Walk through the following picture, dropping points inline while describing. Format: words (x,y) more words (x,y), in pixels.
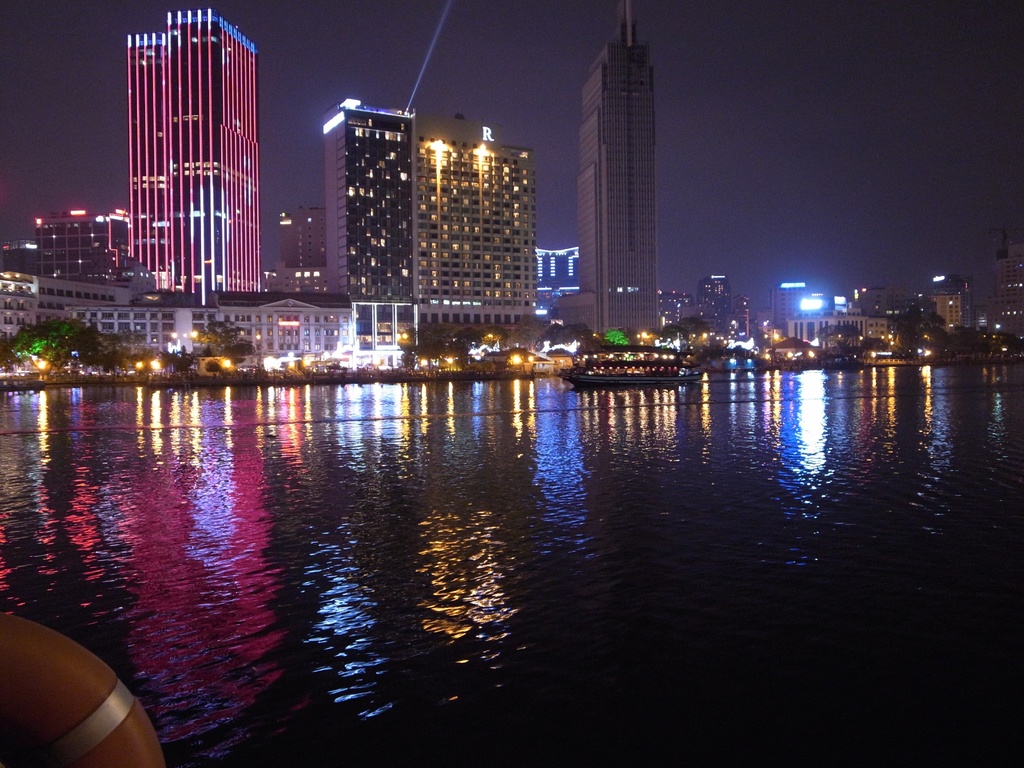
In this picture we can see a swim tube (37,686), boat (635,380) on water (549,486), buildings (422,246), trees (90,341), lights (632,357) and in the background (800,170) we can see the sky (731,251).
